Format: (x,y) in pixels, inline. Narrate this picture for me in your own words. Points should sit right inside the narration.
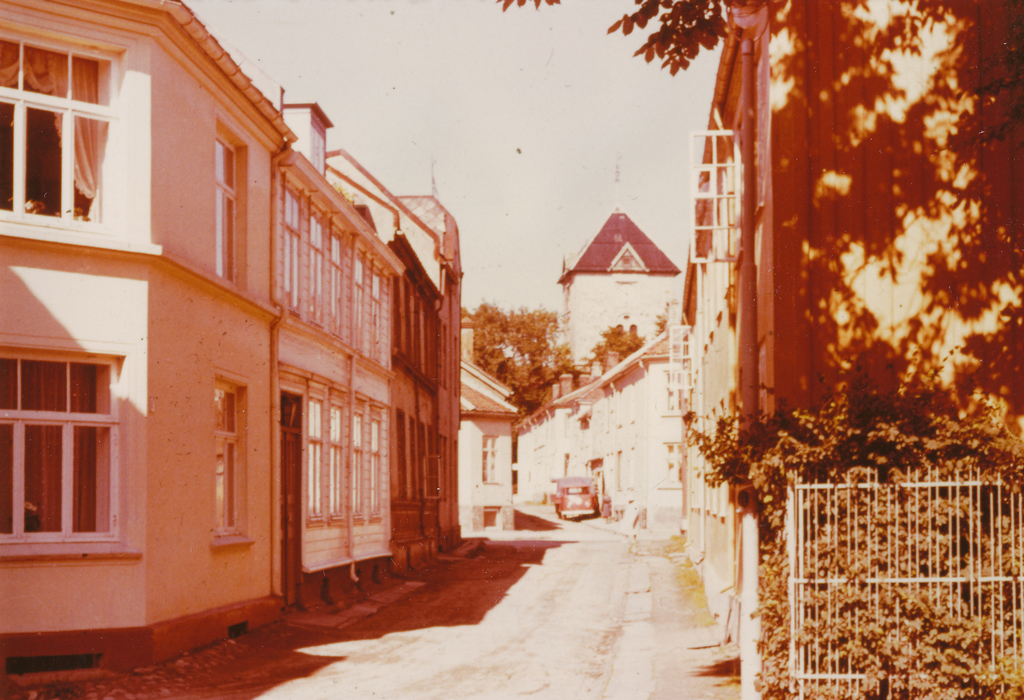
In this picture we can see buildings (466,398), fence (830,677), plants (957,681), and trees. There is a car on the road (579,570). In the background (546,189) we can see sky (592,231).
